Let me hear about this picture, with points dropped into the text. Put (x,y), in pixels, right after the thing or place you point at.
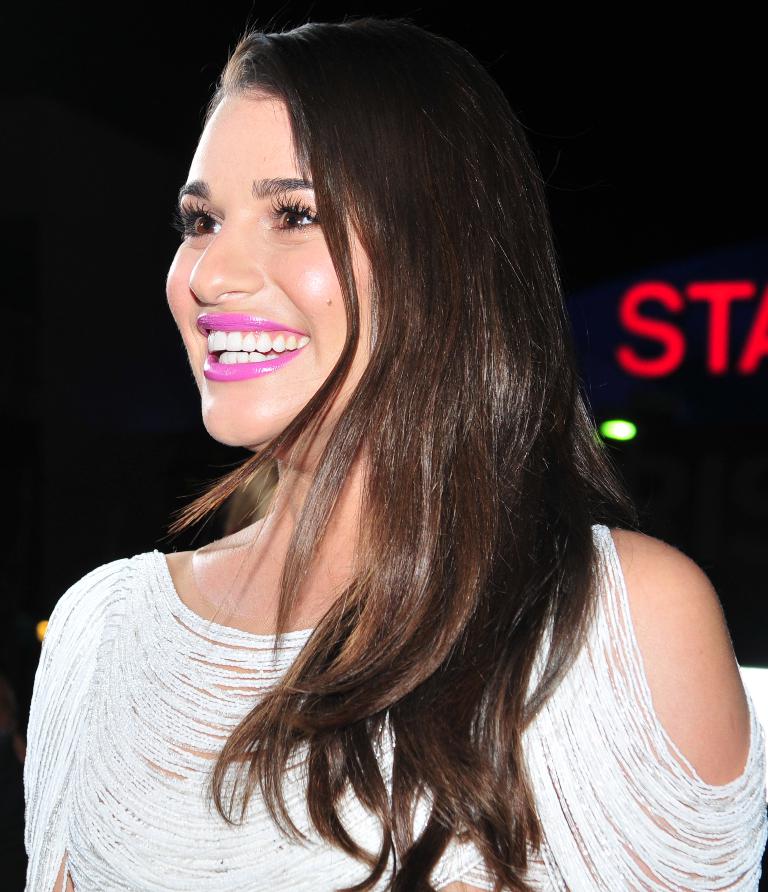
In this image in the foreground (221,387) there is one woman (323,368) who is wearing white dress (125,882) and she is smiling, and there is a black background (724,315) but we could see lights (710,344) and text (665,352).
